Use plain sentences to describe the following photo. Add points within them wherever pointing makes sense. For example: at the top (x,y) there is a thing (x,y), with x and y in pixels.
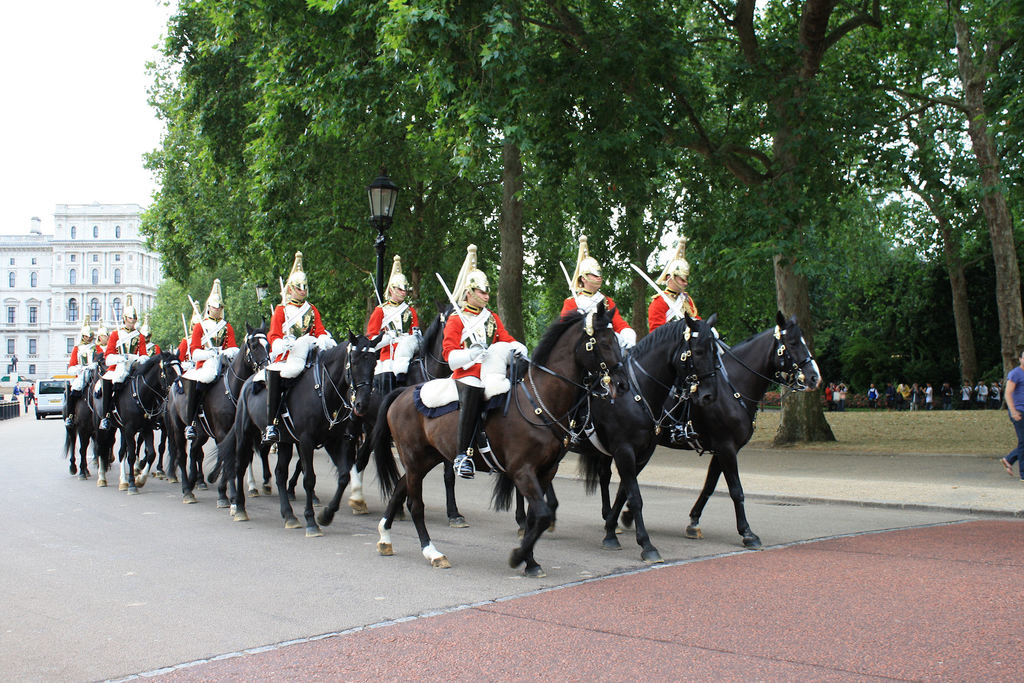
In this picture I can see group of people (461,348) riding horses (246,431), there is a vehicle (54,391) on the road (30,427), there are group of people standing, there is a building (130,268), there are poles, lights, trees (283,273), and in the background (111,111) there is sky (104,93).
